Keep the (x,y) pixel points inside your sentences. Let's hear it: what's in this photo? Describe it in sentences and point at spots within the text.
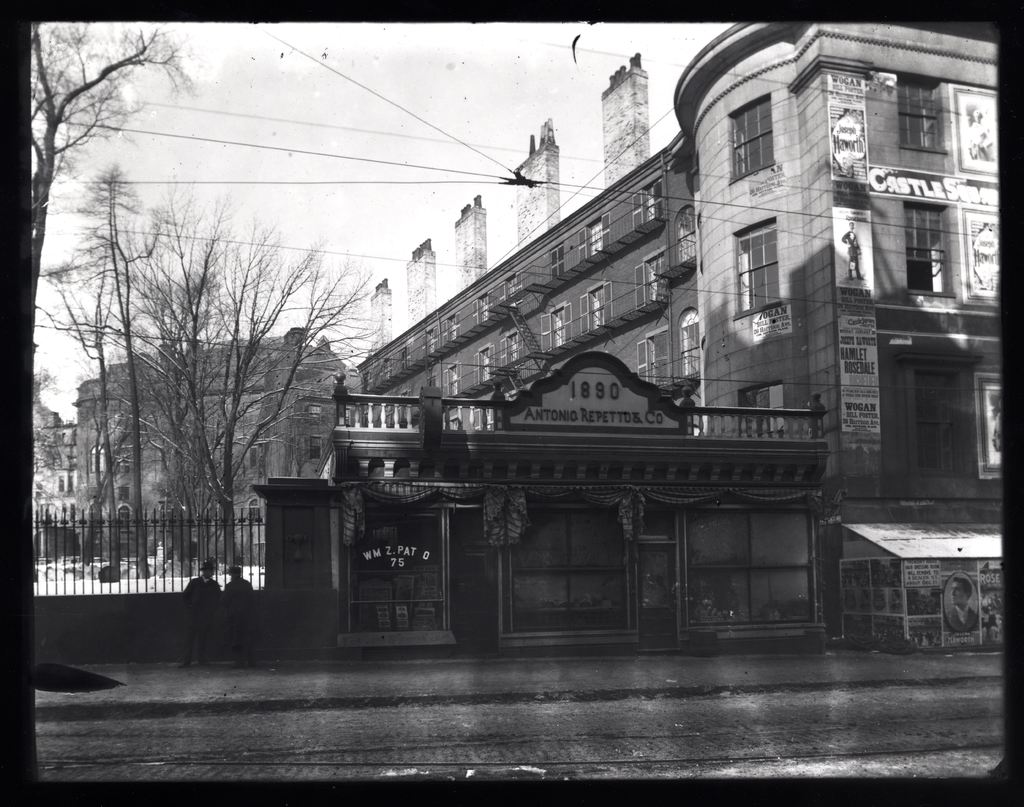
This is a black and white image and it is edited. At the bottom (339,744) there is a road (266,744). In the middle of the image (460,353) there are few buildings (384,379) and trees (180,367). At the top of the image (386,81) I can see the sky (451,77). On the left side (113,565) there is a railing (175,556), beside that two persons (213,597) are standing.
